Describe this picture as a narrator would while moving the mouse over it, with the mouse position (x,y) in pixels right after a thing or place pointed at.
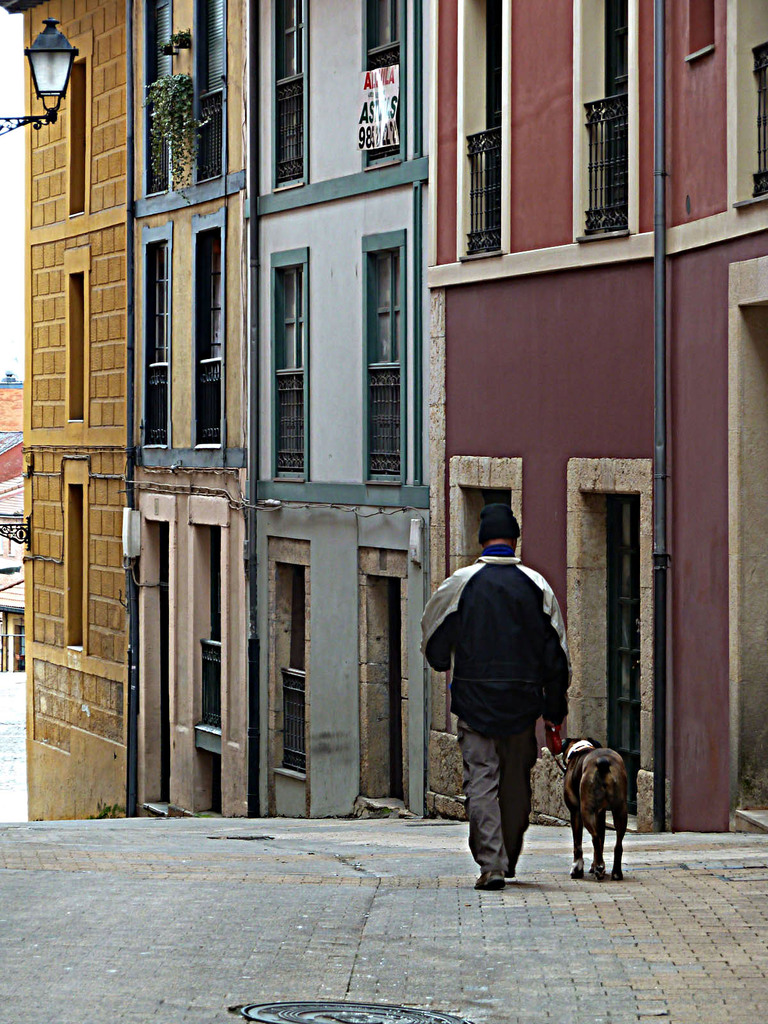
In this image I can see a man (509,653) wearing a jacket (495,628) and cap (498,535) on his head (497,520) and walking on the road (149,957). Beside this person (515,784) there is a dog (586,776) is also walking. In the background (424,390) I can see a building (342,268).
